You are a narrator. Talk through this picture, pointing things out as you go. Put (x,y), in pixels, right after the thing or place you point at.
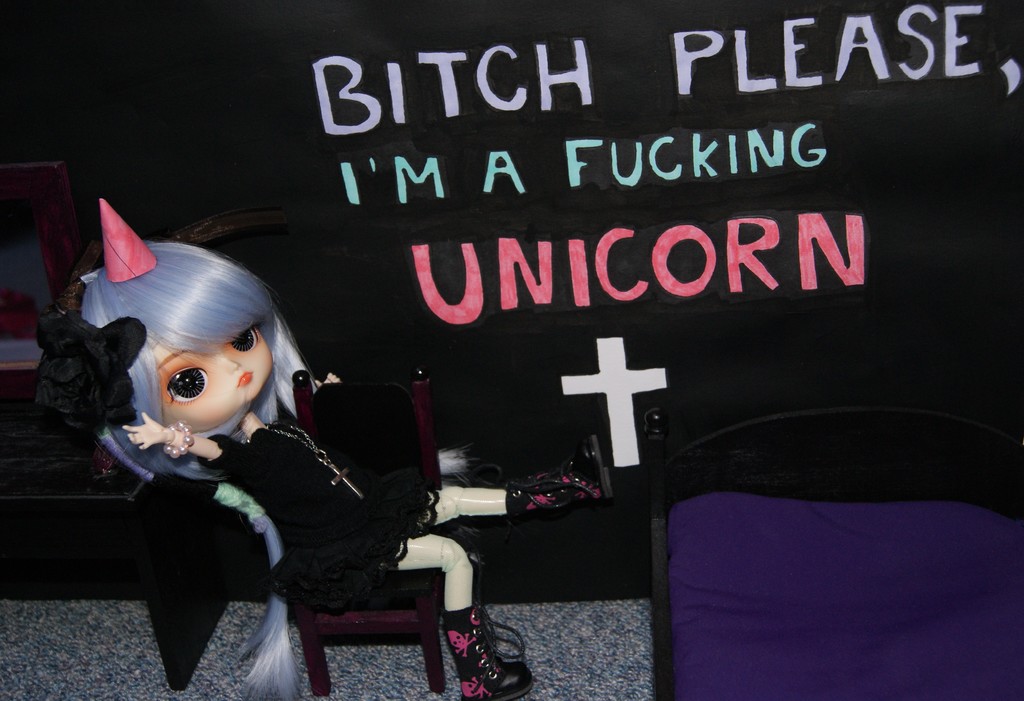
In this image there is a toy (425,534), there is an object (834,573) truncated towards the bottom of the image (876,645), there is an object (50,267) truncated towards the left of the image (54,243), at the background of the image (87,239) there is a cloth (620,313) truncated, there is text (511,308) on the cloth (622,198).
